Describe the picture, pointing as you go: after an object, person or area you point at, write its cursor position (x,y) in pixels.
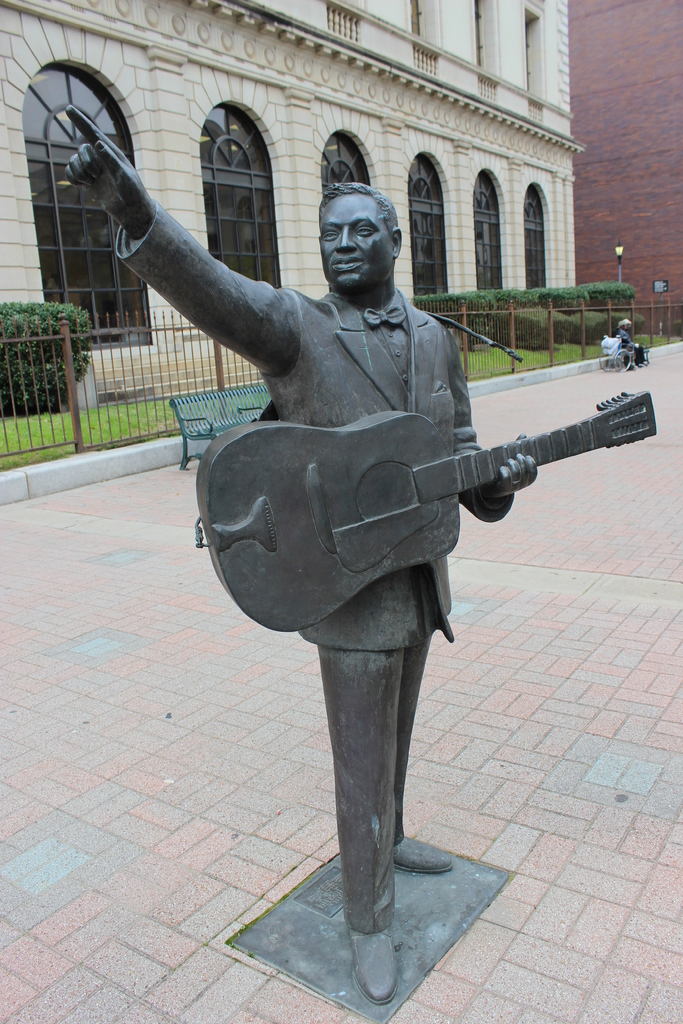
This picture is clicked in the city. Here, we see the statue (375,372) of a man (367,697) holding guitar (426,455) in his hands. Behind him, we see a bench (202,419) and behind bench (201,417), there is a building (363,91) with six windows (492,244) and we even see plants (564,301) there and on the right top of the picture (589,188), we see a red color building (628,187) and on the right corner of the picture (617,351), we see person (641,351) sitting on chair (625,355).
